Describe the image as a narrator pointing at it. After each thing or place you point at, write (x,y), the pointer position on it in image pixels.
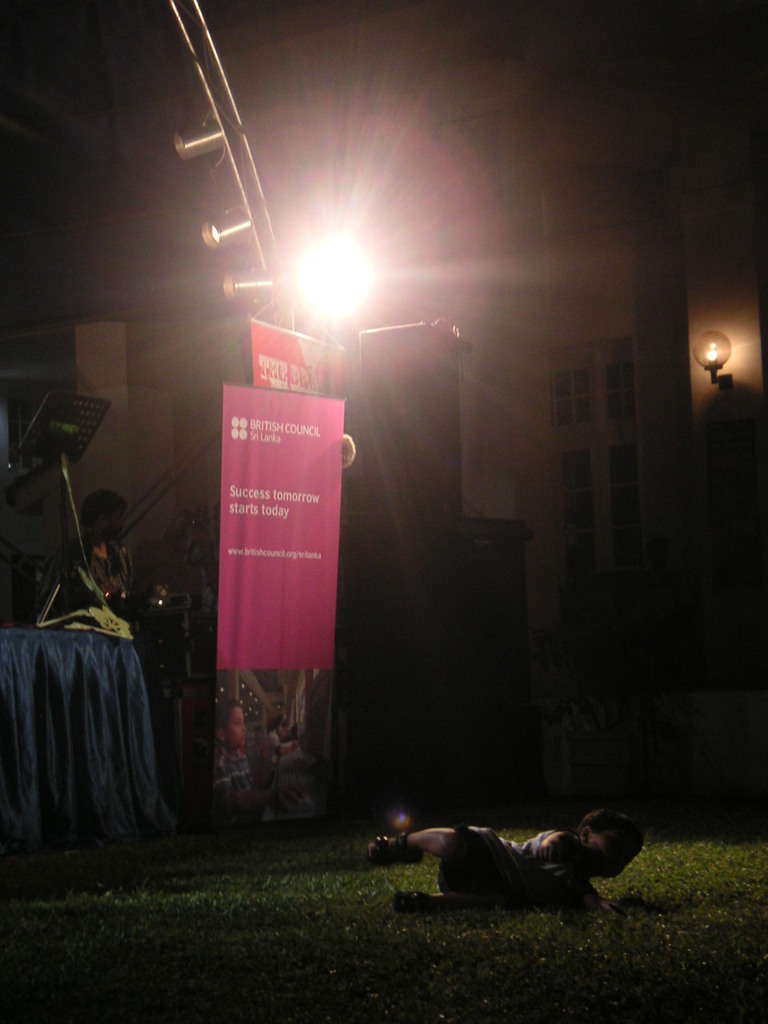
In this image, in the middle (258,351), we can see a hoarding (286,659). On the left side (201,551), we can see two people (196,580) are standing and blue color curtain (123,671). On the right side (742,333), we can see a building (694,240), lights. At the top (763,268), we can see few lights (267,287) and building (20,437), at the bottom (555,948), we can also see a kid (520,858) lying on the grass (93,931).
